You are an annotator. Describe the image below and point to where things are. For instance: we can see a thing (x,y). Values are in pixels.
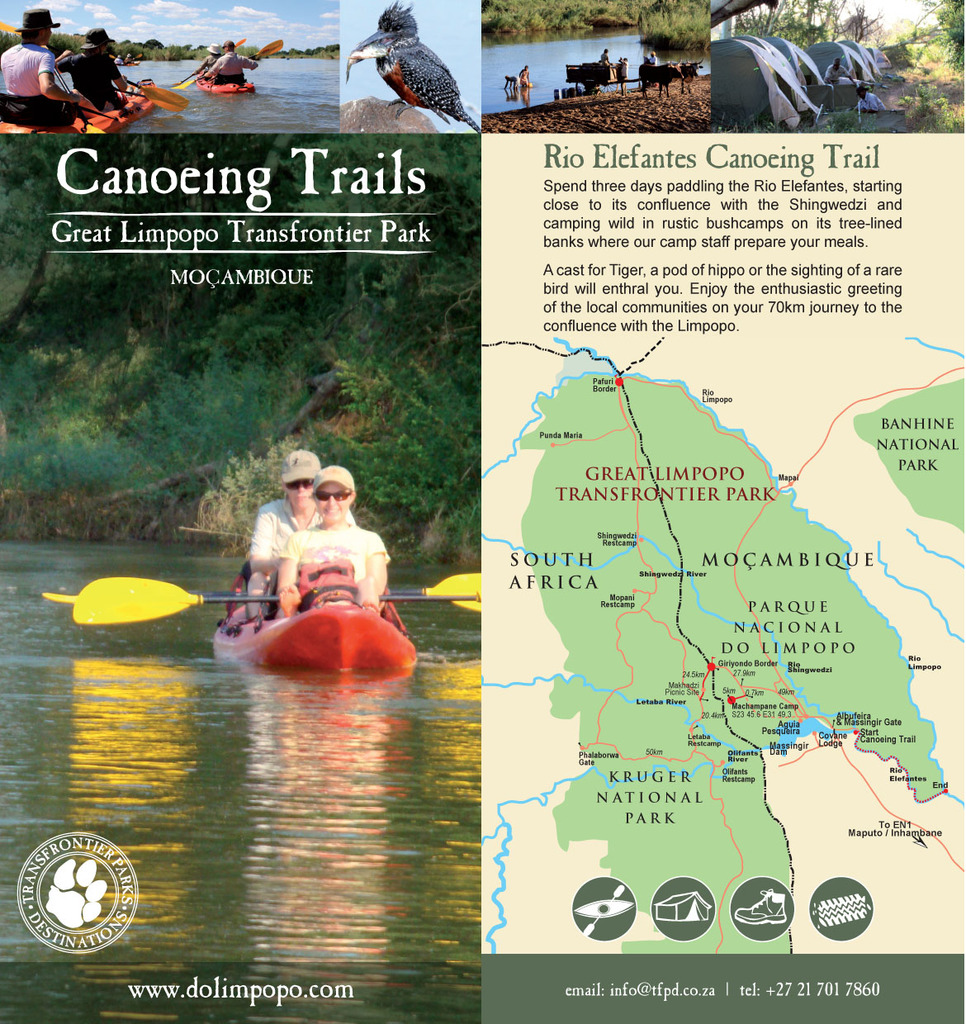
It is a collage image. On the right side of the image (783,624) there is a map (755,638) with some text (841,249). On the left side of the image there are two people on the boat (404,633). In the background of the image (243,399) there are trees (335,383) and there is some text (284,238) on the image. On top left of the image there is a bird (399,100) on the rock (407,120). There are people (26,54) on the boat (133,97). There is a logo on the left side of the image (116,880). On top right of the image (650,85) there are cows (663,84). There is water (556,58). There are tents (786,73). In the background of the image (752,34) there are trees (880,42).
